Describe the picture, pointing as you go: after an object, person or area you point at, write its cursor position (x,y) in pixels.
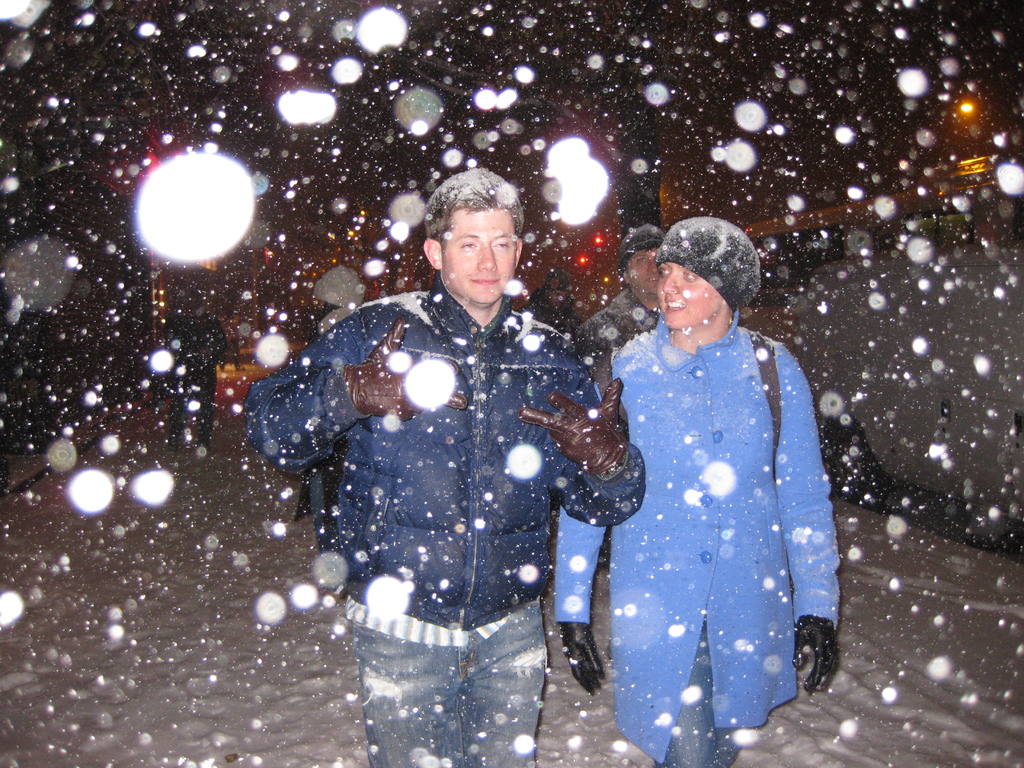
In this picture I can observe a couple (663,551) walking on the snow (204,626). I can observe snowfall (338,515) in this picture. The background (686,78) is dark.
